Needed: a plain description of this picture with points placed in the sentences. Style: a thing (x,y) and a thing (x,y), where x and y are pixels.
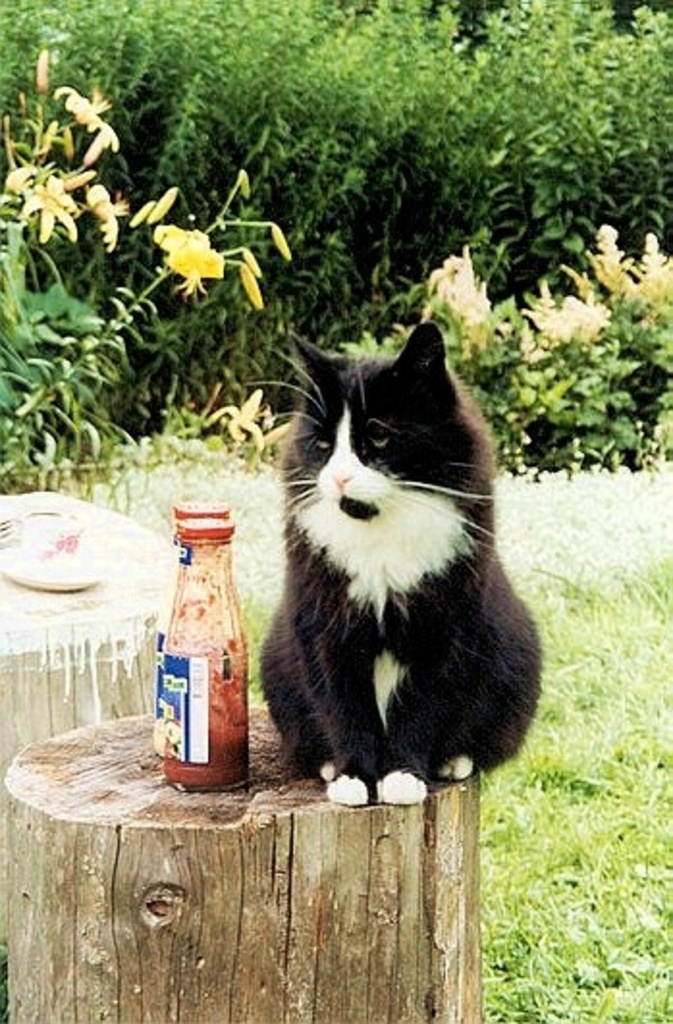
In this image I see a cat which is sitting and there are 2 bottles (243,623) side to the cat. In the background (181,494) I see the plants (35,423) and the grass (581,976).
